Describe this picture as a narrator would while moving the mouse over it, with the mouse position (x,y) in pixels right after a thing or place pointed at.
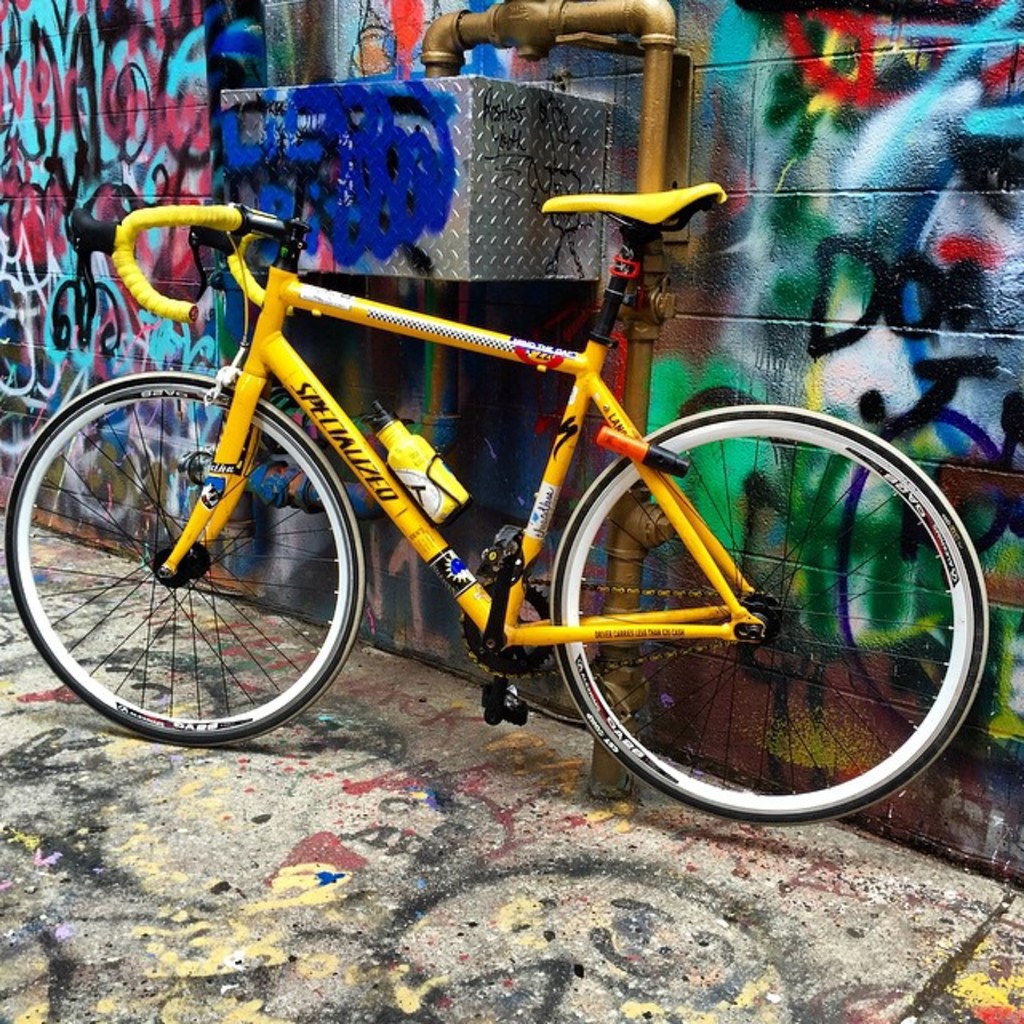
In this image there is a bicycle (508,584) in middle of this image (372,480) and there is a wall (710,313) in the background (91,143). There is a floor (484,860) in the bottom of this image (408,886).
